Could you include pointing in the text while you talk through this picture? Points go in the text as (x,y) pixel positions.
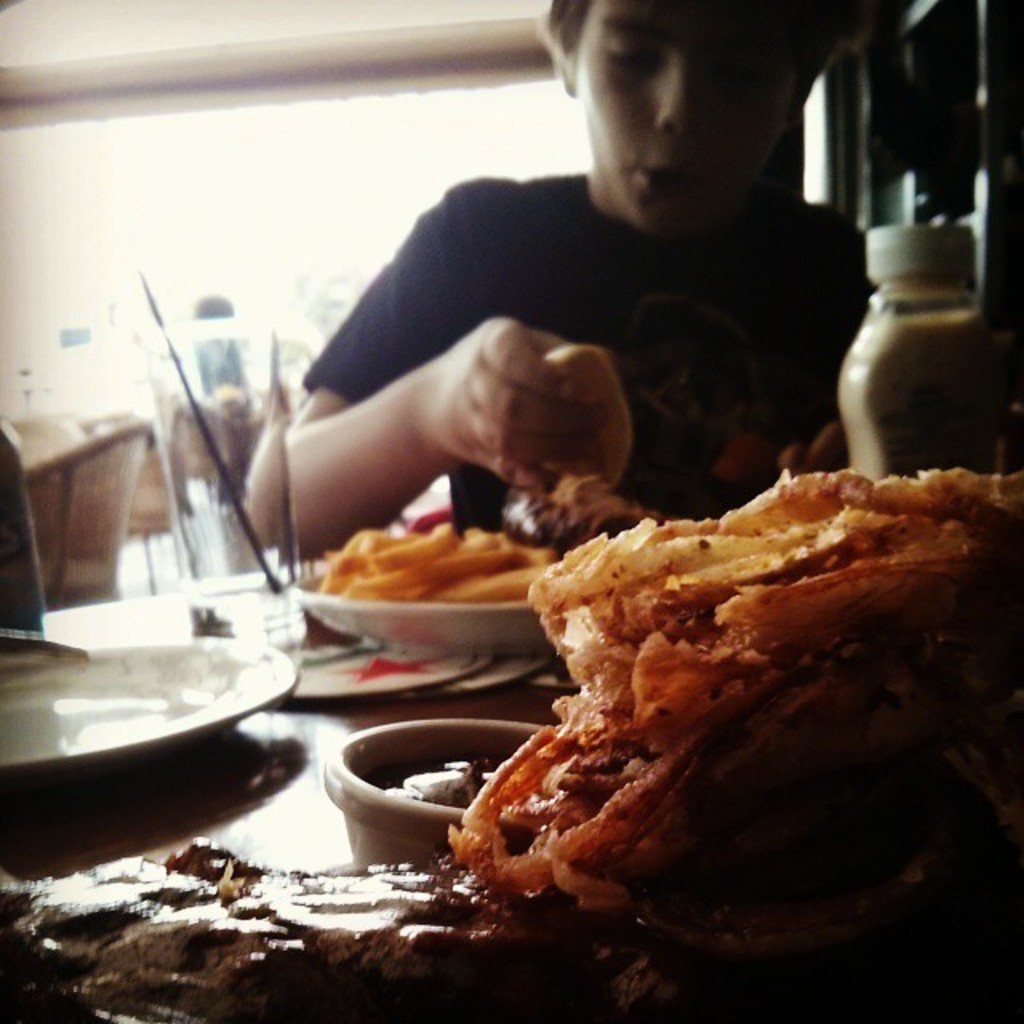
In this image we can see a boy (713,322) eating food (505,558). In front of the boy (520,423) we can see a group of food items (468,589) on a table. Behind the boy (367,395) we can see the chairs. In the top right (966,179), we can see a wooden wall (945,149). At the top (490,44) we can see the roof (270,64).
